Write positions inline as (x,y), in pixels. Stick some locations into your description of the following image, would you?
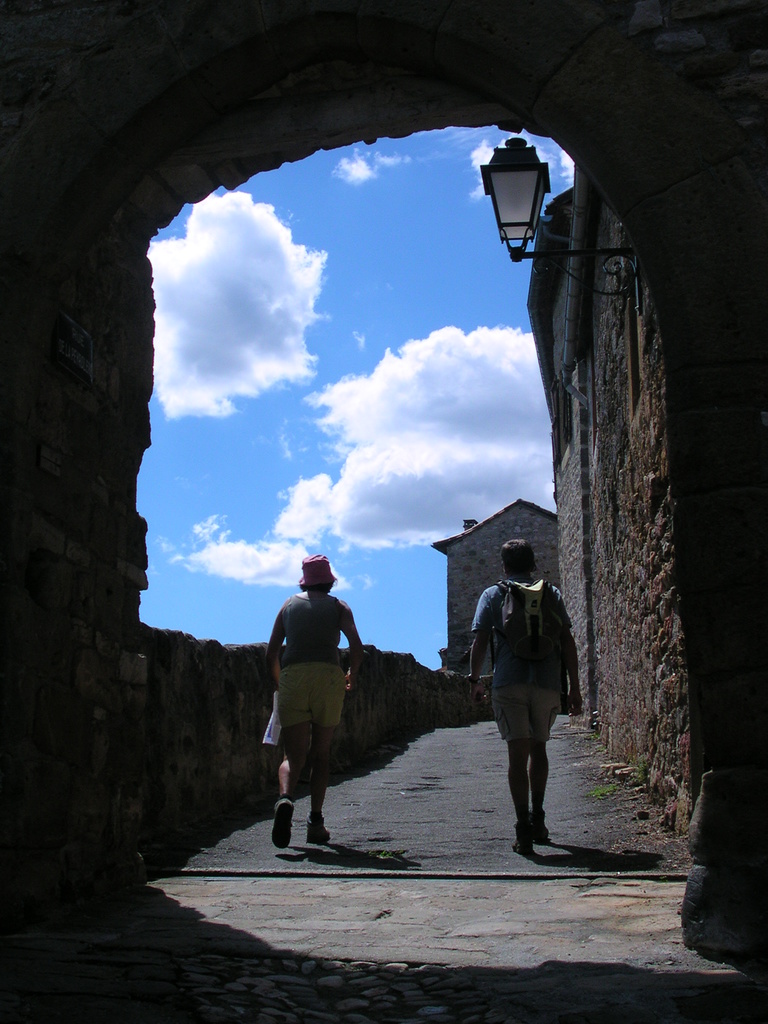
In this image, we can see people (338,716) walking on the bridge (380,782) and one of them is wearing a cap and holding a paper (276,731) and the other is wearing a bag (526,617). In the background (606,474), there is a wall (608,426) and we can see a light (504,221) and there are clouds (256,352) in the sky (231,433).
